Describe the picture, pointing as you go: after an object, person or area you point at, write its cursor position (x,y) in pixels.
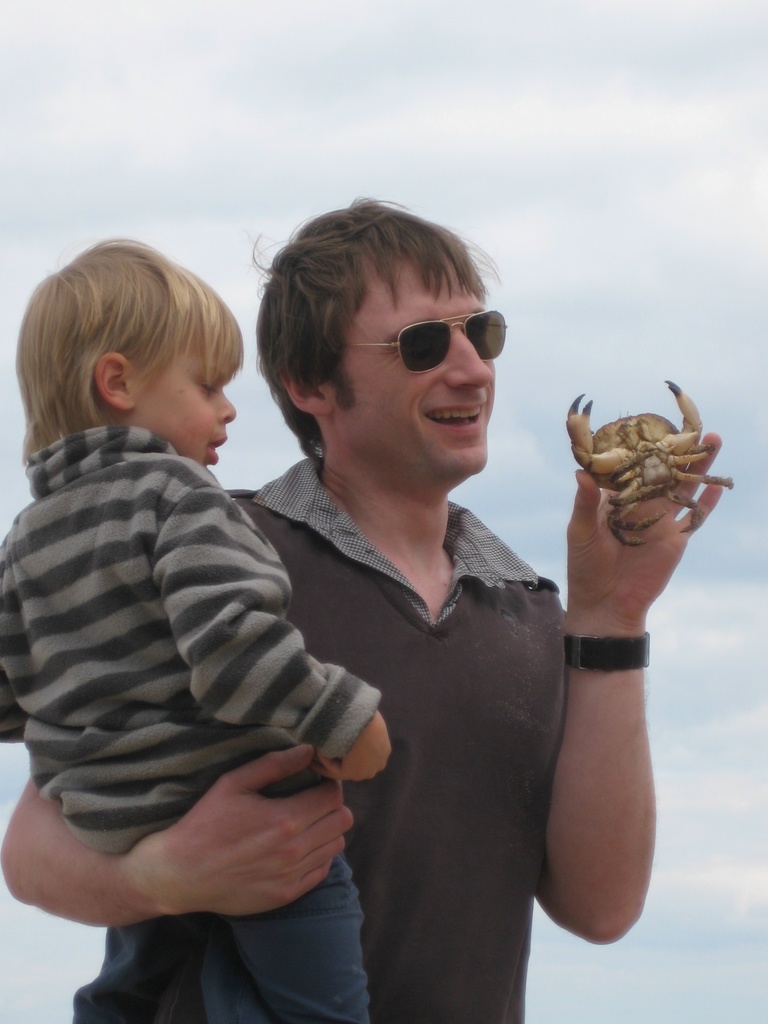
In the image we can see a man (418,511) wearing clothes (488,714), wrist watch (609,643) and he is smiling. He is holding a baby (135,650) in one hand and on the other hand (616,546) there is a crab (623,447). Here we can see the cloudy sky (678,312).
